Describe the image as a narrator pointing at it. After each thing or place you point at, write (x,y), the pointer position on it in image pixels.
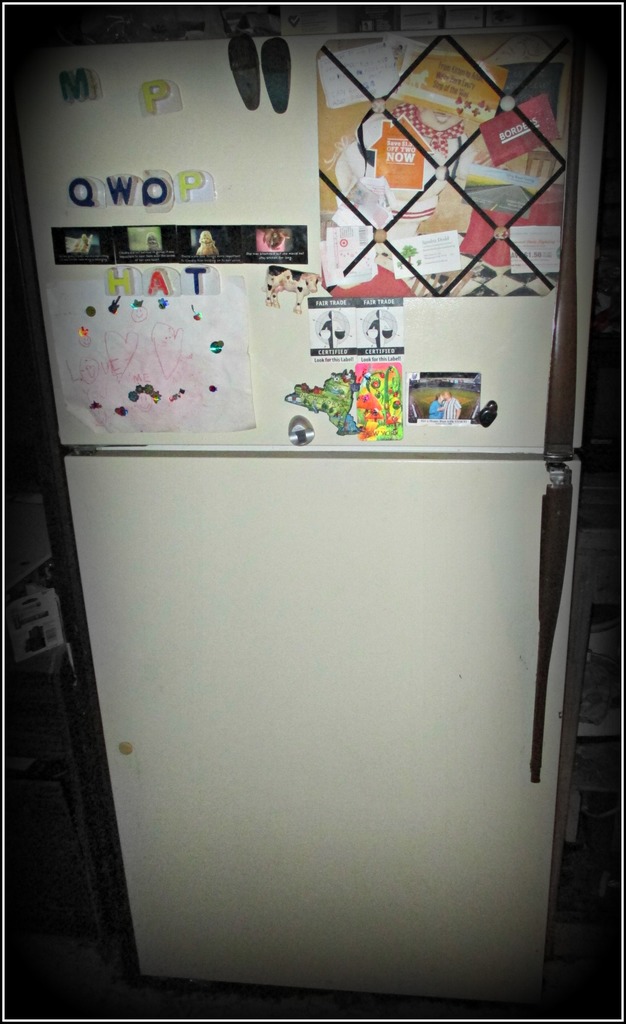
In this image I can see a refrigerator (407,763). I can see few papers (431,411) and posters (405,146) on it.
